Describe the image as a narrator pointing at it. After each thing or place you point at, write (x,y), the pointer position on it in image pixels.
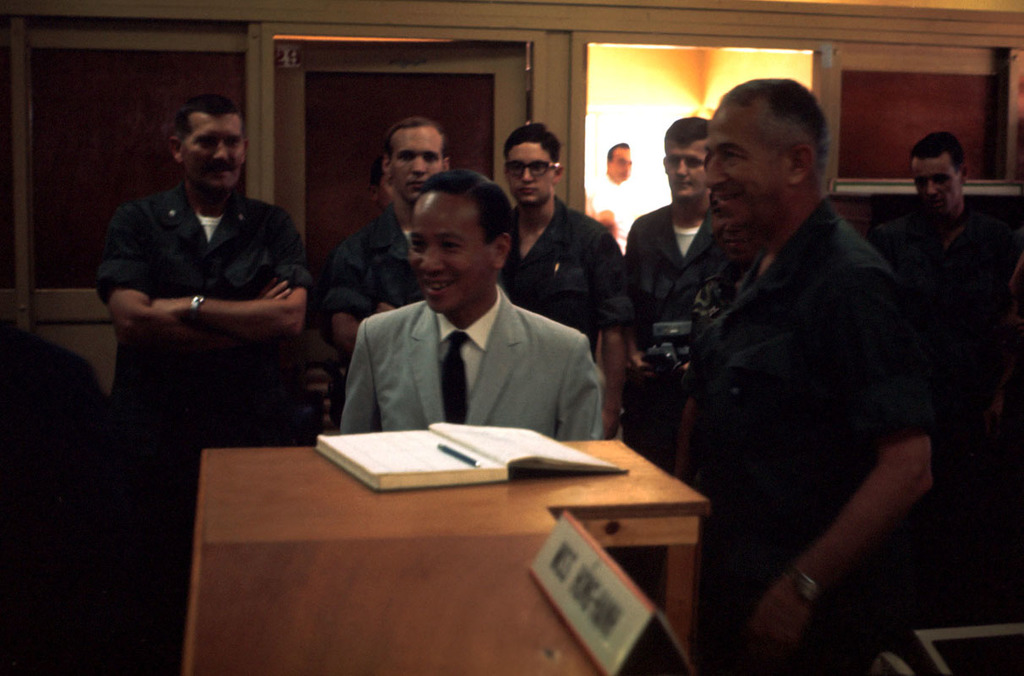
The image is taken in the room (570,184). In the center of the image (581,237) there are people (755,292) standing. There is a podium (436,610) placed before them. On the podium (485,561) there is a book (422,462) and a pen (477,461). In the background (368,101) there are doors (324,114).
